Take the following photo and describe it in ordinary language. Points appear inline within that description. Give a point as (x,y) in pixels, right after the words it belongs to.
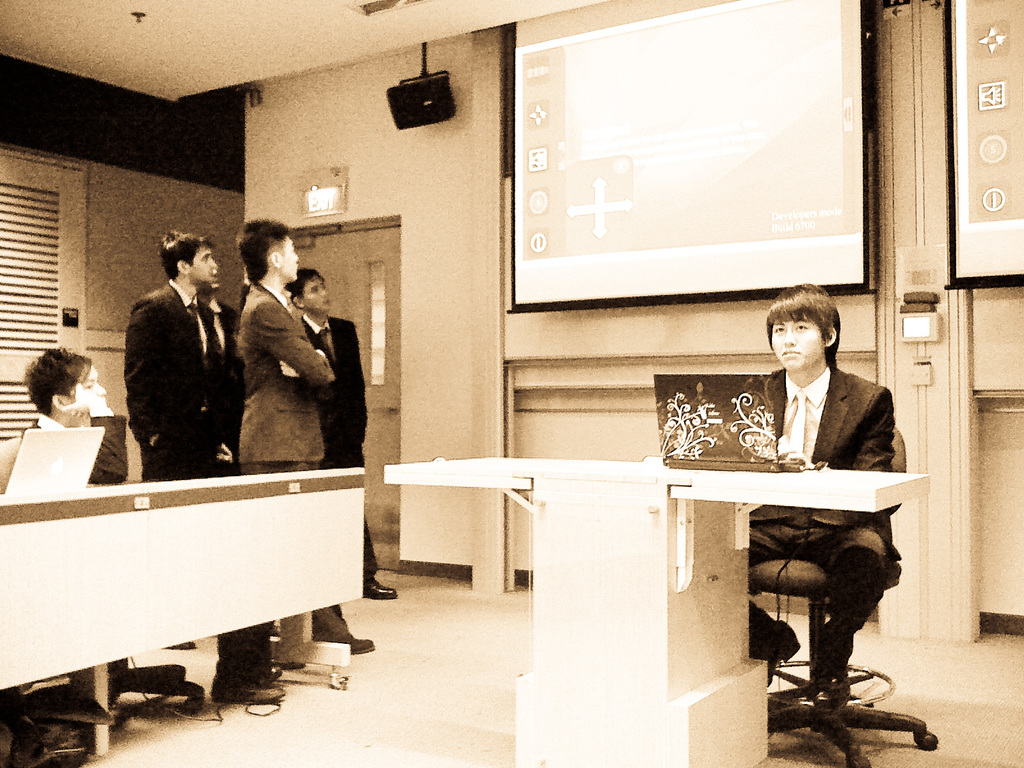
This picture shows a man (805,419) seated on the chair (793,564) and we see a table (650,535) in front of him and few men (139,383) standing and watching a projector screen (730,25) and a man (80,412) seated with a laptop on the table (54,520).
